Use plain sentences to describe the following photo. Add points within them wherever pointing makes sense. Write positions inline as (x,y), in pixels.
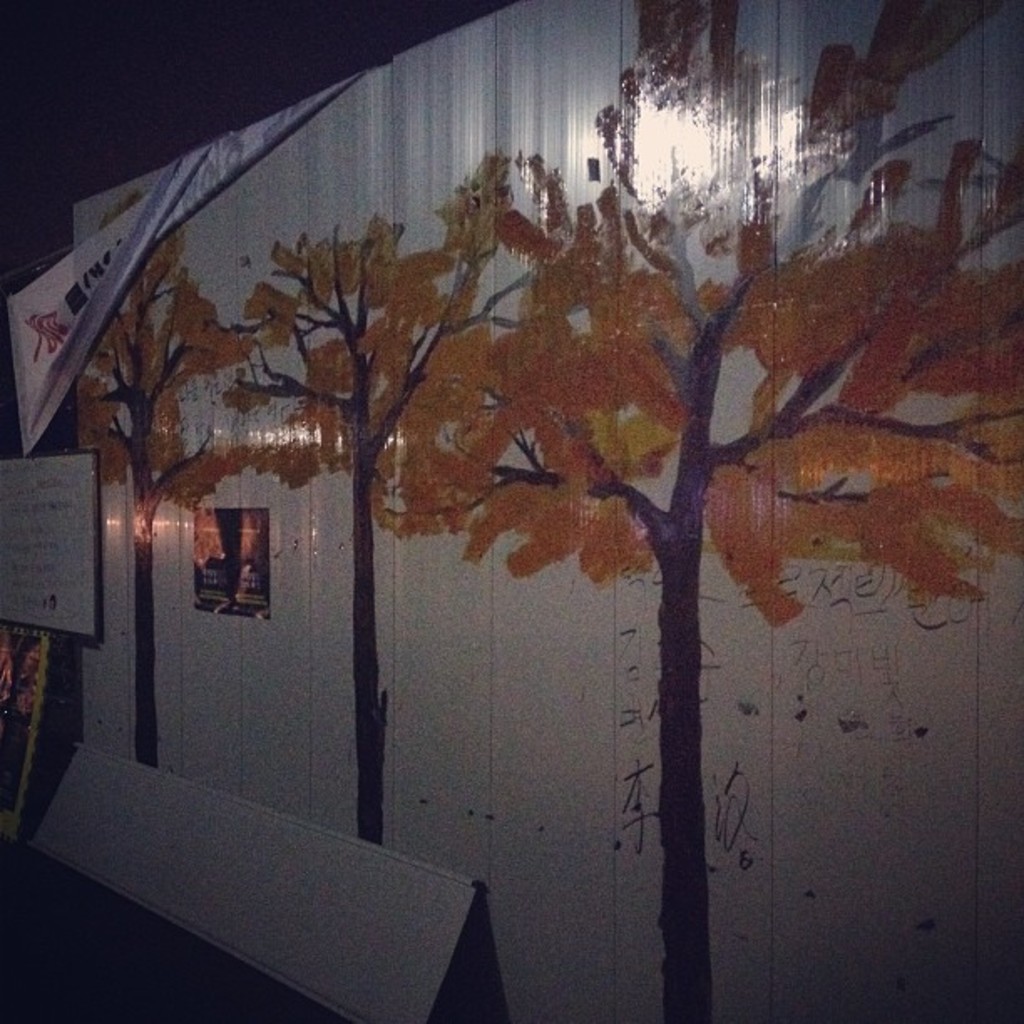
In this image we can see a painting (547,487) of few trees (647,435) on the wall (513,433), there we can see a small stand (252,910) in front of the wall (585,635).
